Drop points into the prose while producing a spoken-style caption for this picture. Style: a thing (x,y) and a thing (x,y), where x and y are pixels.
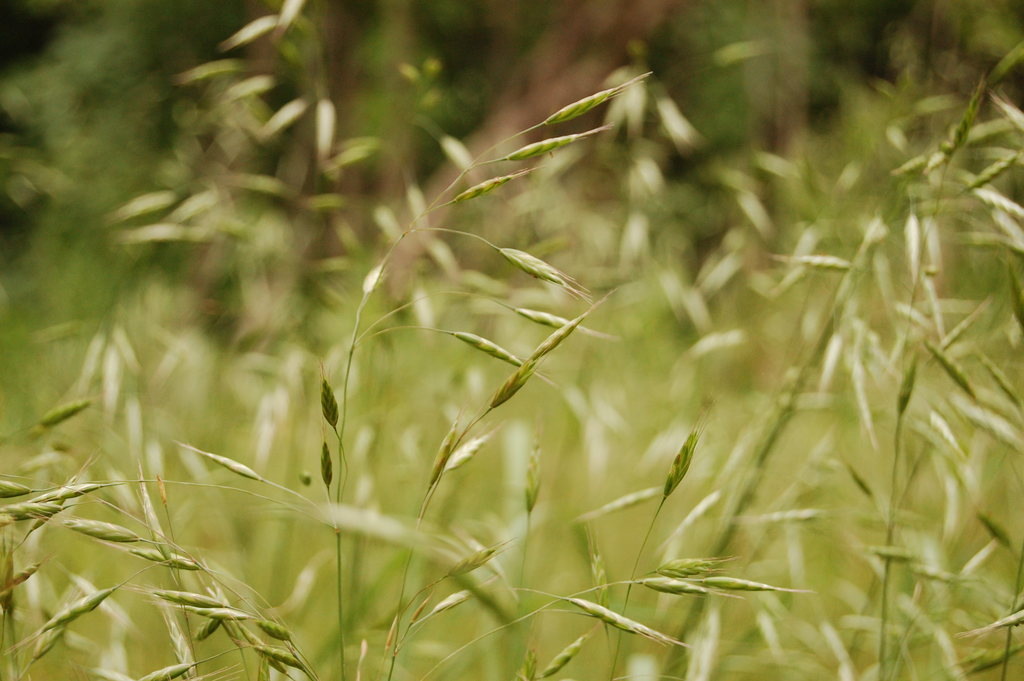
In this image, we can see some plants (894,518). There is a blurred background (74,96).
